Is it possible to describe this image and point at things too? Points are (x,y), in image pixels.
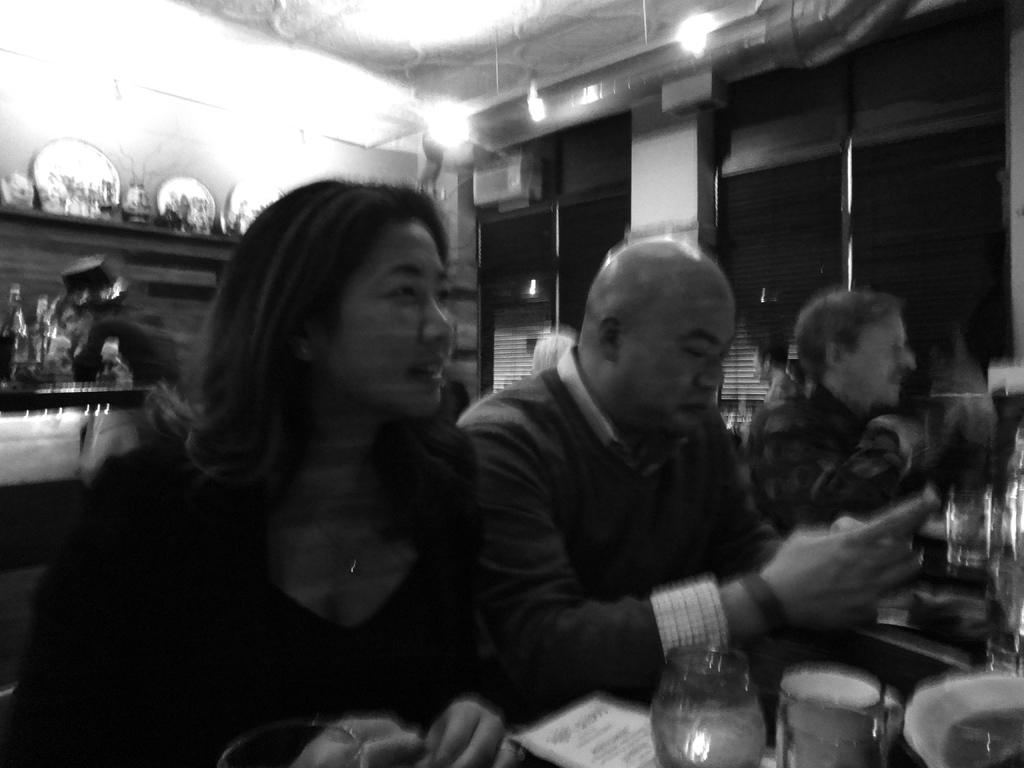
In this image we can see a few people (703,638), in front of them there is a table (798,655), on that there are glasses (712,654), and a paper (597,716) with some text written on it, behind them, we can see some plates (76,177), glasses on a rack (111,217), and also we can see some chairs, air conditioner (506,190), windows (612,216), curtains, rooftop (663,32), and some lights (459,124).
